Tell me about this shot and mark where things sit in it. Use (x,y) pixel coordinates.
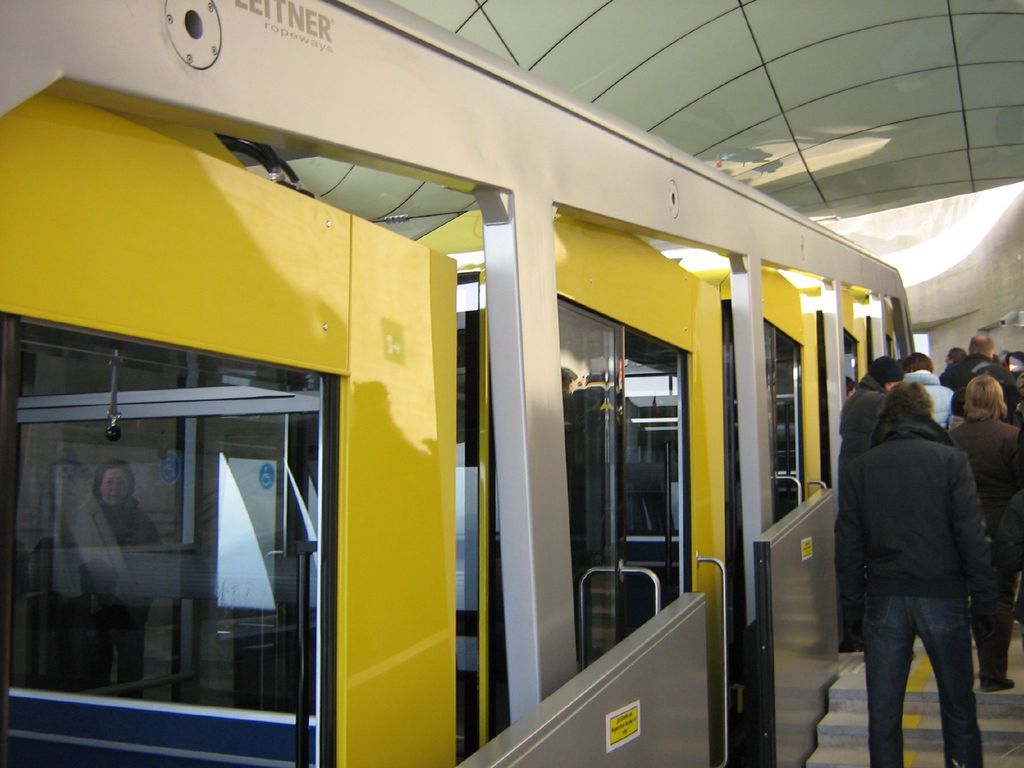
In the picture I can see people (910,605) walking, here I can see steps (926,743) on the right side of the image (823,761) and I can see a train (568,398) with glass windows (153,633) and yellow color doors (371,659) and I can see the ceiling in the background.
